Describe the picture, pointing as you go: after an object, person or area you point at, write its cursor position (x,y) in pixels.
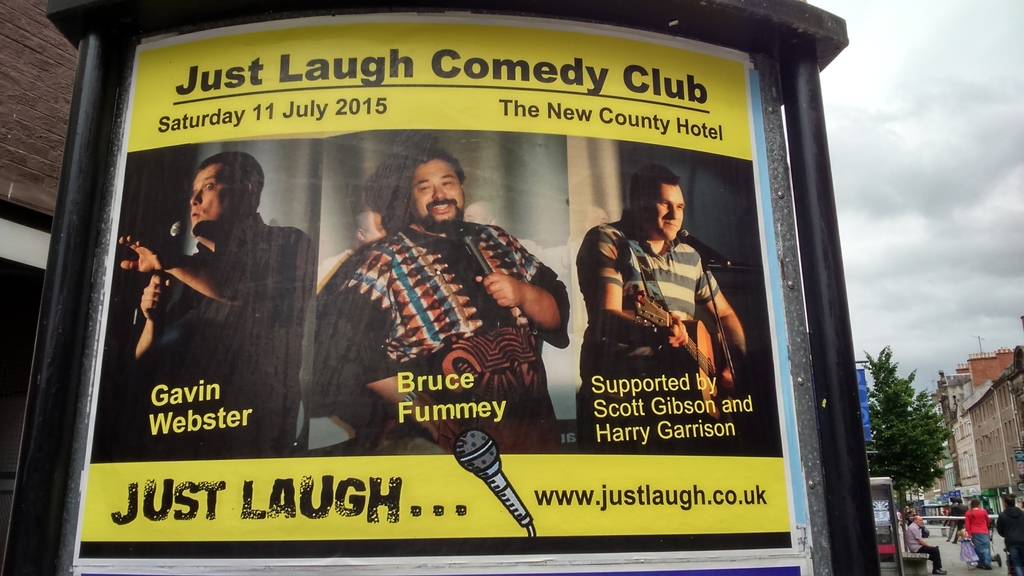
In this image, there is a black color wall (784,90) on that there is a poster (181,38) which is in yellow color on that poster (268,534) there is just laugh written on that.
